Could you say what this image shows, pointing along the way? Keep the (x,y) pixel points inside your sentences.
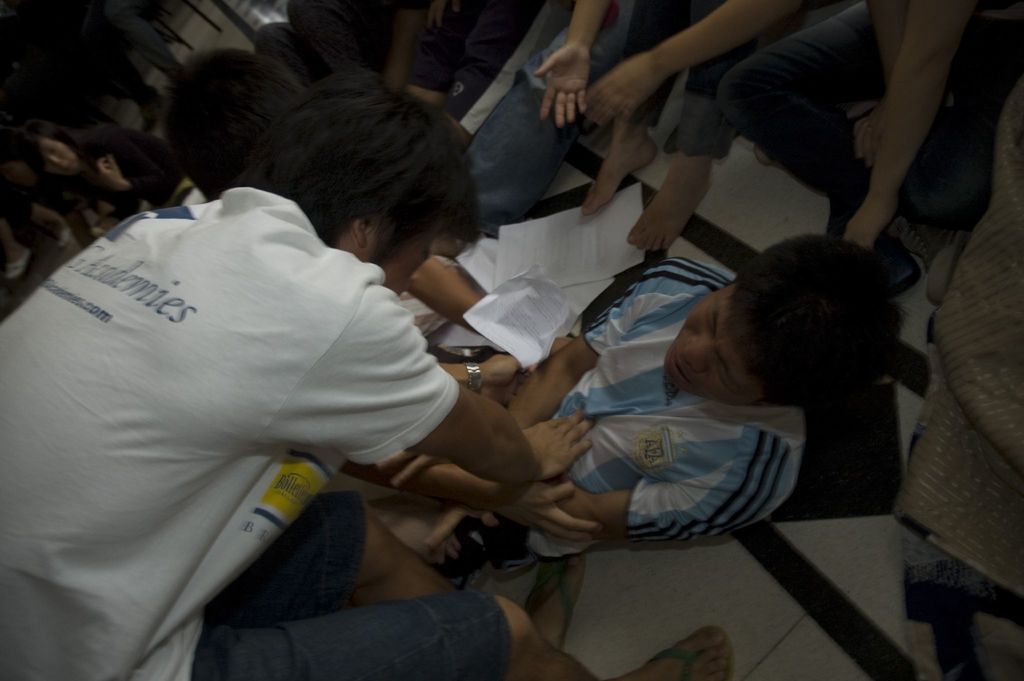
This image is taken indoors. At the bottom of the image (724,607) there is a floor (731,612). In the middle of the image (433,318) a few people (325,379) are sitting and they are holding a man (591,413) and a few (640,242) are holding a few papers (540,269) in their hands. A few (414,95) are sitting on the floor (919,319).
